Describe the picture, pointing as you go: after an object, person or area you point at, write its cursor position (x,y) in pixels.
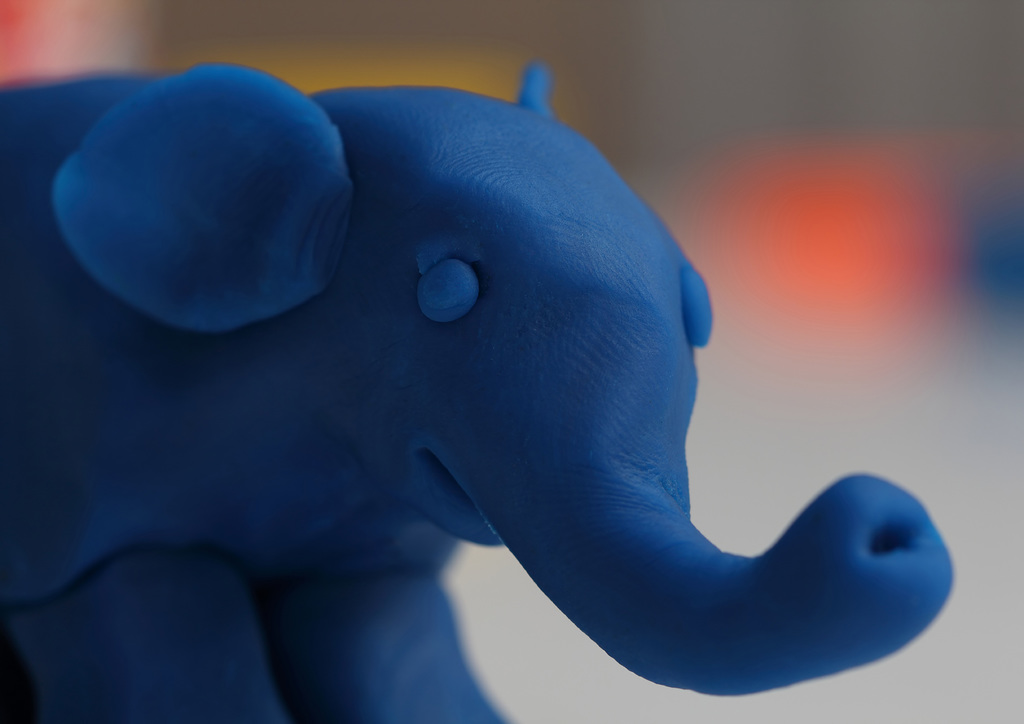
The picture consists of an elephant (352,429) made out of colored clay (356,266). The background (82,35) is blurred.
